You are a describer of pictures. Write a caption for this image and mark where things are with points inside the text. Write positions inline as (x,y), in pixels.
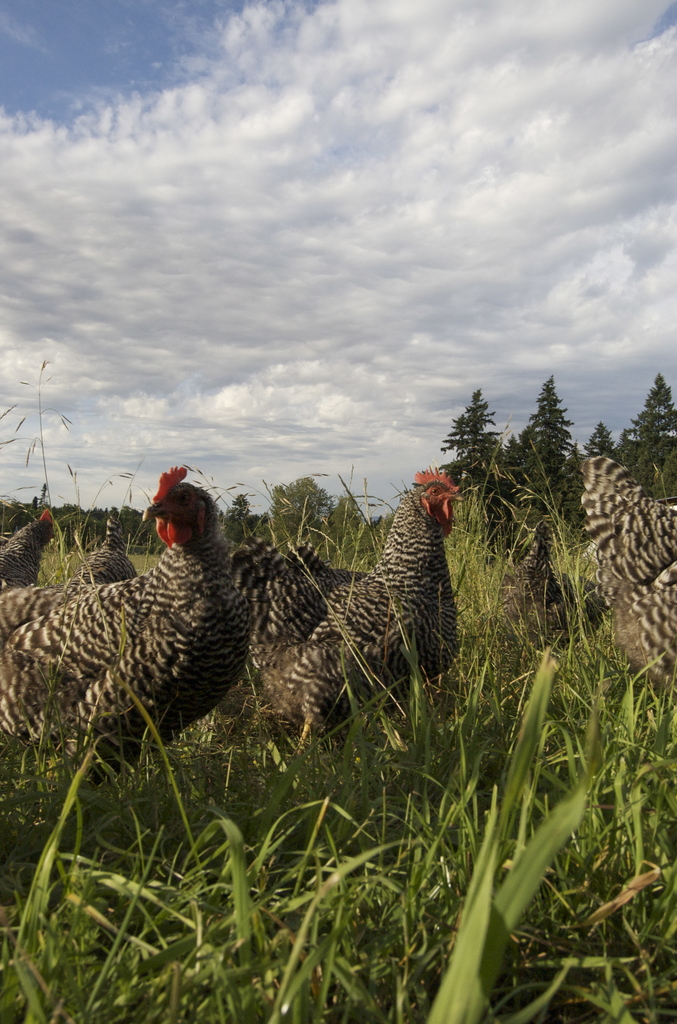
In this image I can see few birds (66,702), they are in brown and red color and I can see trees (41,510) in green color. Background (136,58) the sky (226,117) is in white and blue color.
